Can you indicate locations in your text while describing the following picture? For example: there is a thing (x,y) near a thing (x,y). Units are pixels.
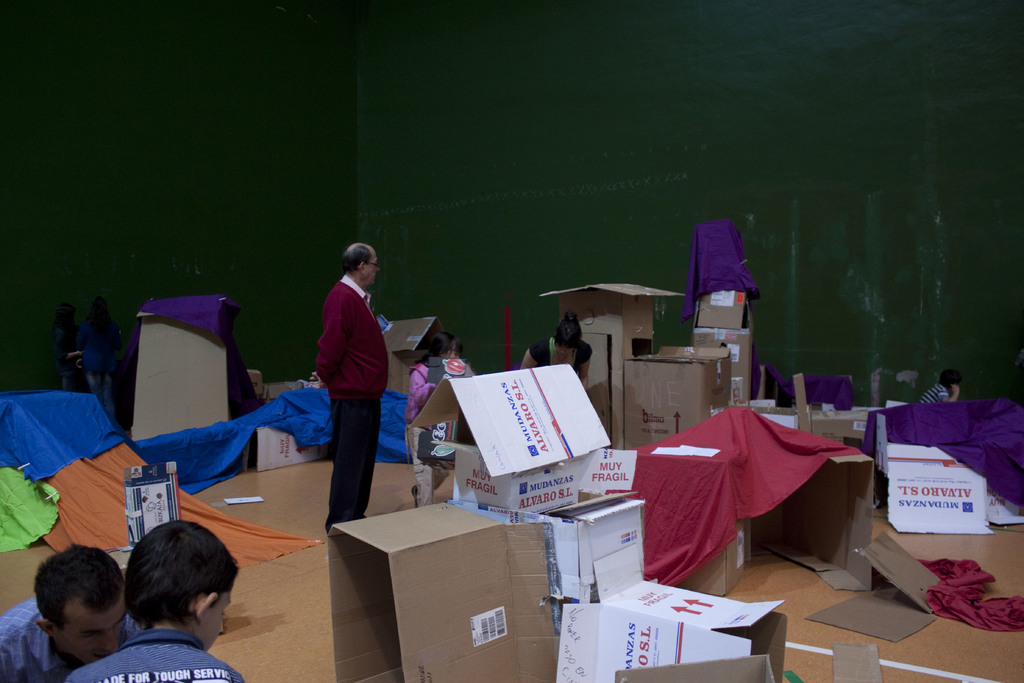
In this image in the center (347,435) there is one person (343,452) who is standing and there are some people (423,371) in the background (68,335) who are working. At the bottom (98,622) there are two persons (189,609) and on the floor (319,576) we could see some boxes (515,583), clothes (40,482), papers (703,450), and in the background (304,128) there is a wall (762,175).
